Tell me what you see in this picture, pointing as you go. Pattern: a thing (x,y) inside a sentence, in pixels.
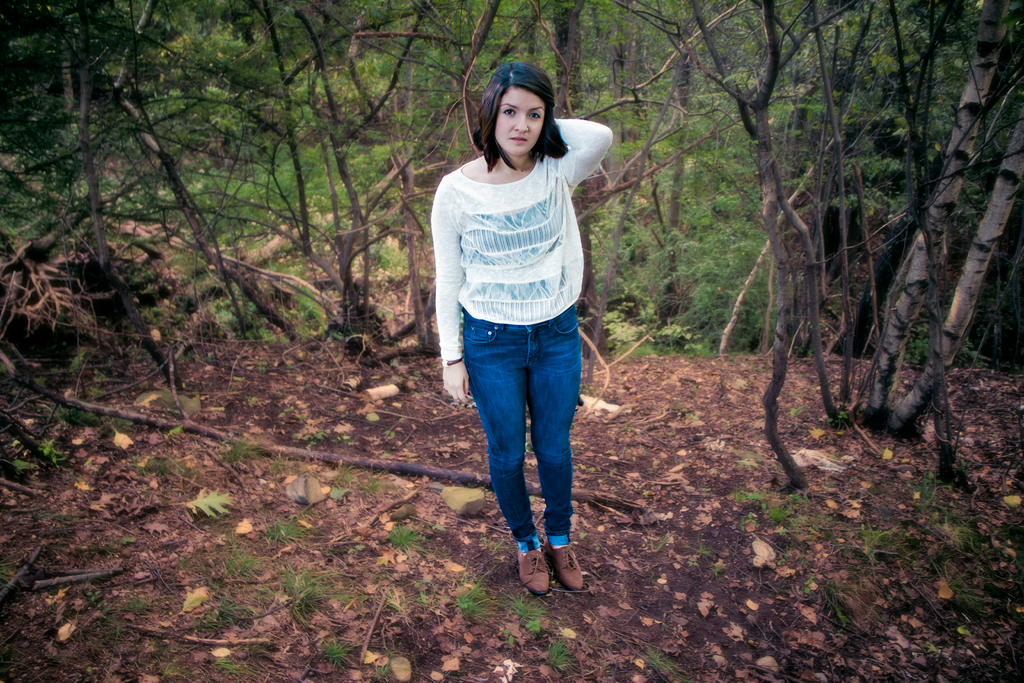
Here we can see a woman (498,253) standing on the ground (391,496). In the background (439,149) there are trees (412,268).
